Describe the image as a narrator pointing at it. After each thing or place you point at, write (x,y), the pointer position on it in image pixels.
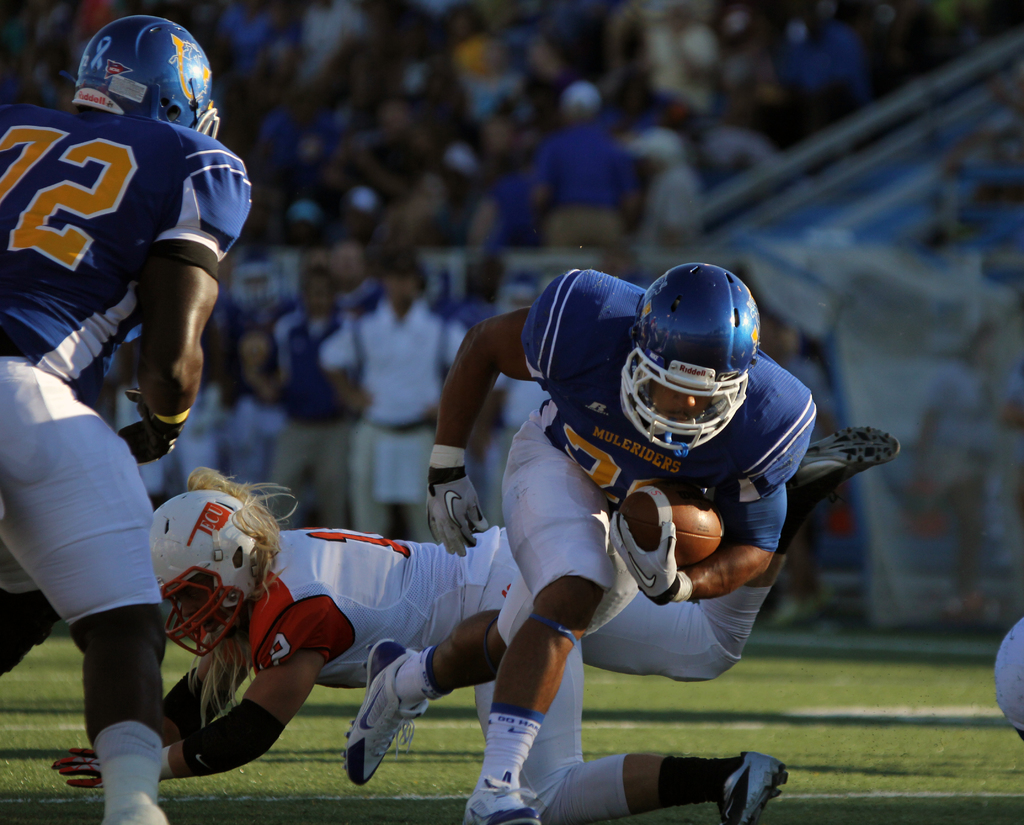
Here in this picture we can see some people (551,562) playing football in the ground (900,720), which is fully covered with grass (289,724) over there and the person (577,605) in the middle (656,546) is holding the ball (705,540) in his hand (651,575) and we can see all of them are having gloves (646,557) and helmets (689,424) on them and behind them in the far we can see number of people (301,329) standing and sitting in the stands (636,85) over there and watching the game.
